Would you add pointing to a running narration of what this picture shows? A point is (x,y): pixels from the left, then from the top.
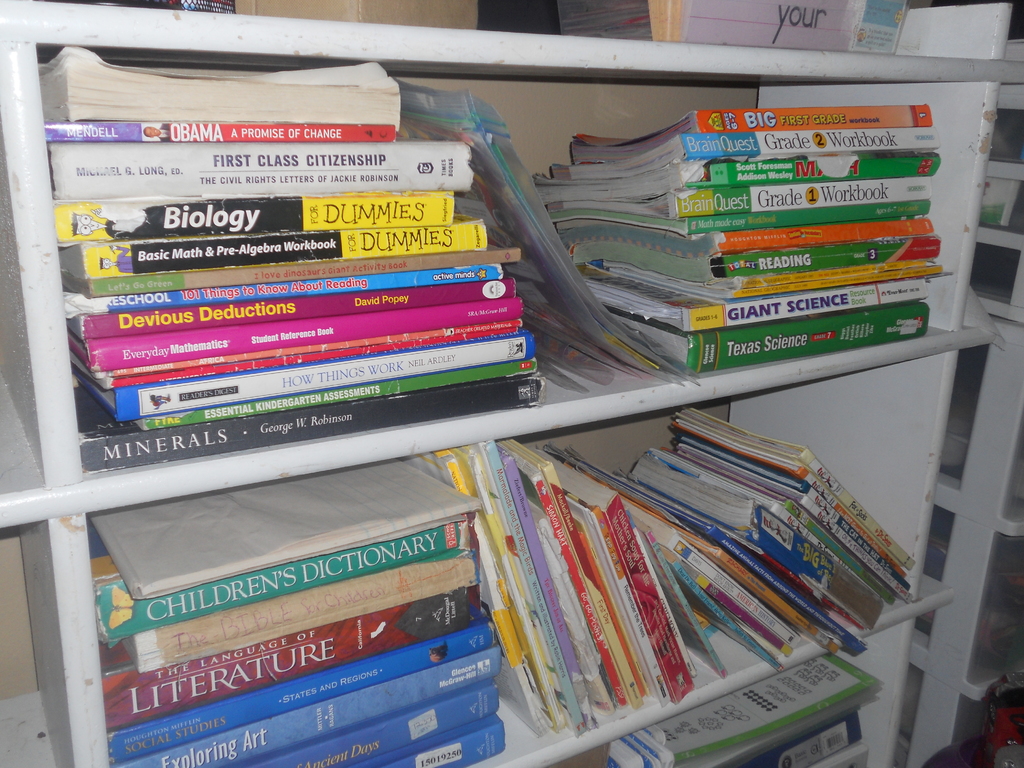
In this image we can see some books (490,376) which are arranged in the shelves (423,441).
